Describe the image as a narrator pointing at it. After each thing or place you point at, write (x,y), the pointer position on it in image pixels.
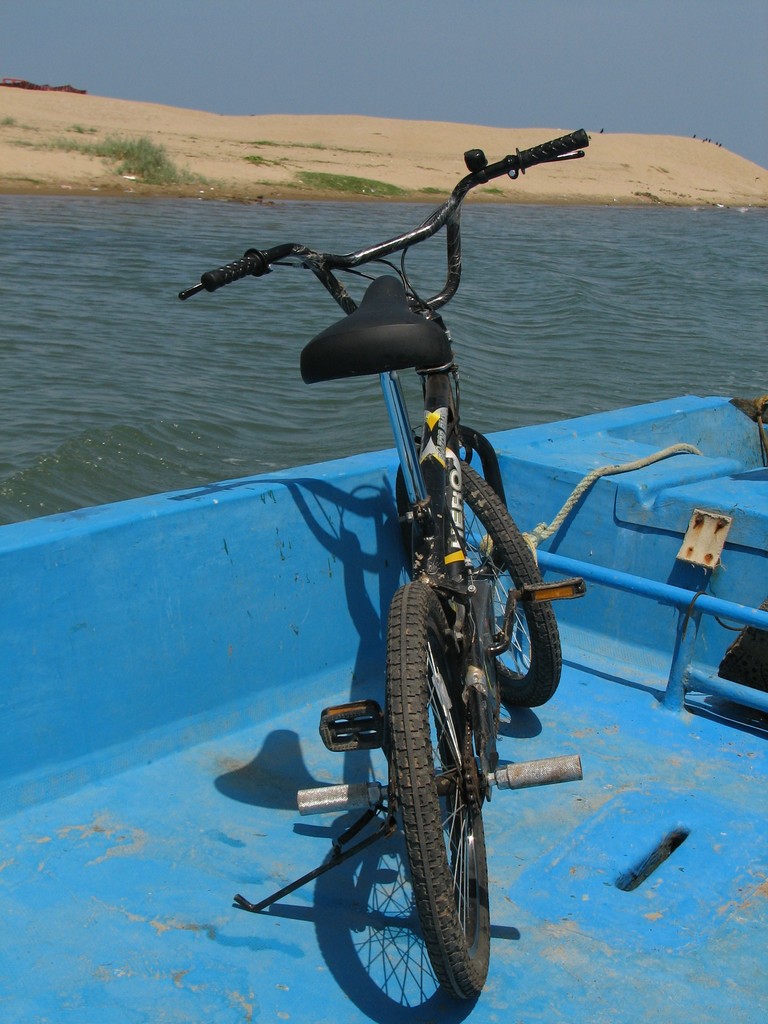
It seems like a boat (449,1003) at the bottom of this image (474,711) where we can see a bicycle (438,506) kept on it. There is a surface of water (285,274) and a sandy land (335,187) in the background (538,253) and the sky (413,60) is at the top of this image (413,60).
